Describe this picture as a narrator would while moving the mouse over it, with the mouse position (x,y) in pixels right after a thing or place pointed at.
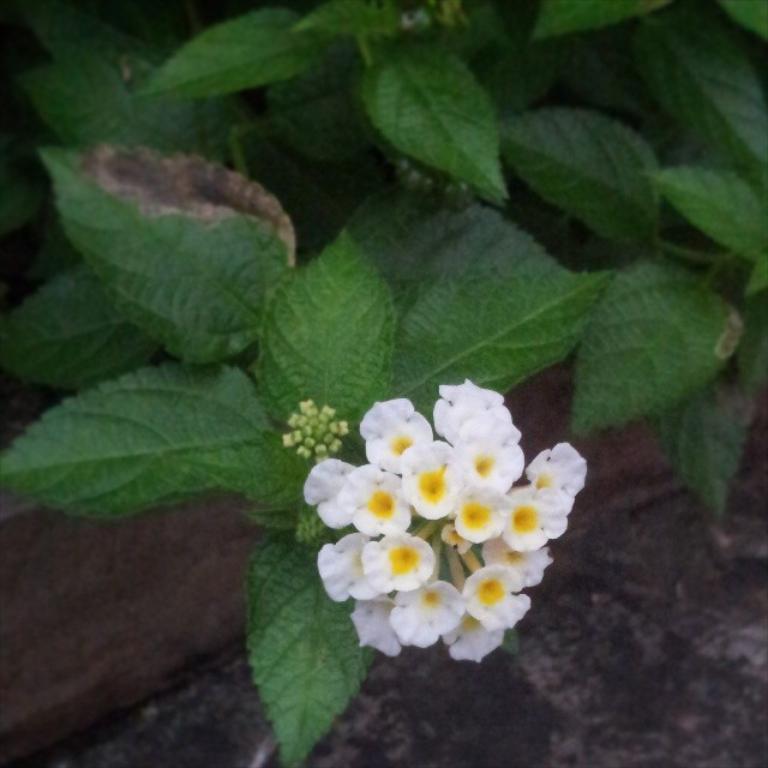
In this image I can see white colour flowers (396,561) and green colour leaves (258,215).
